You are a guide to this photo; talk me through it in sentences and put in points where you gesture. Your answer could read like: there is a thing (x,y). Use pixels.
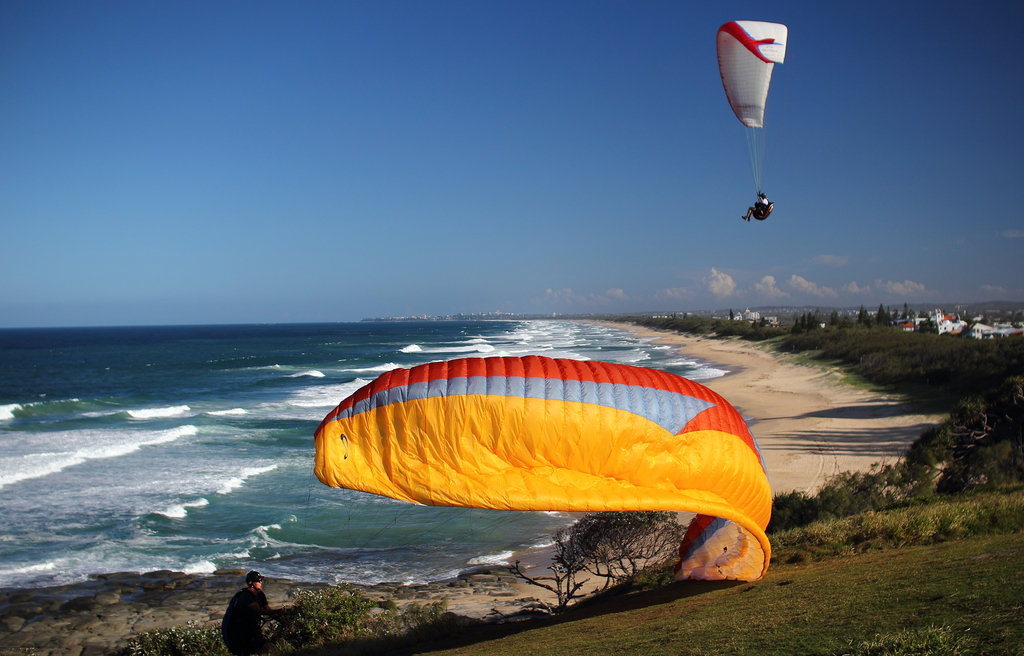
In this image I can see a parachute (556,454) which is yellow, grey and orange in color and a person (283,615) wearing black dress (258,613) and I can see another parachute (767,65) which is white and red in color and a person (758,203) flying in the air (706,228). In the background (970,392) I can see few trees (866,357), few building (749,314), the sand (771,360), the water (331,352) and the sky (291,198).
